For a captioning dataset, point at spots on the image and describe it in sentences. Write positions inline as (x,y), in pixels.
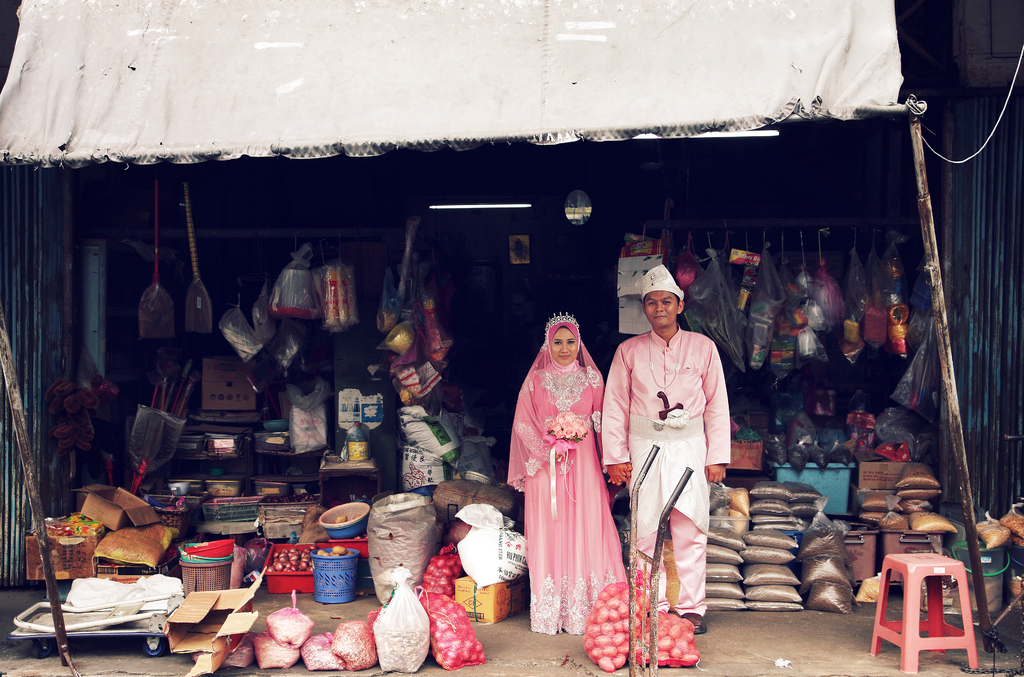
In this image, we can see a woman (575,502) and man (659,493) are standing and they are smiling. At the bottom (774,607), we can see few bags (603,655), stool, wheels (147,647), carton box (193,620). Background (5,514) there are so many things (863,291) we can see. On the right side (961,492), there is a pole (950,381). Top of the image (853,92), there is a cloth (680,61) and rope (960,161) we can see.
